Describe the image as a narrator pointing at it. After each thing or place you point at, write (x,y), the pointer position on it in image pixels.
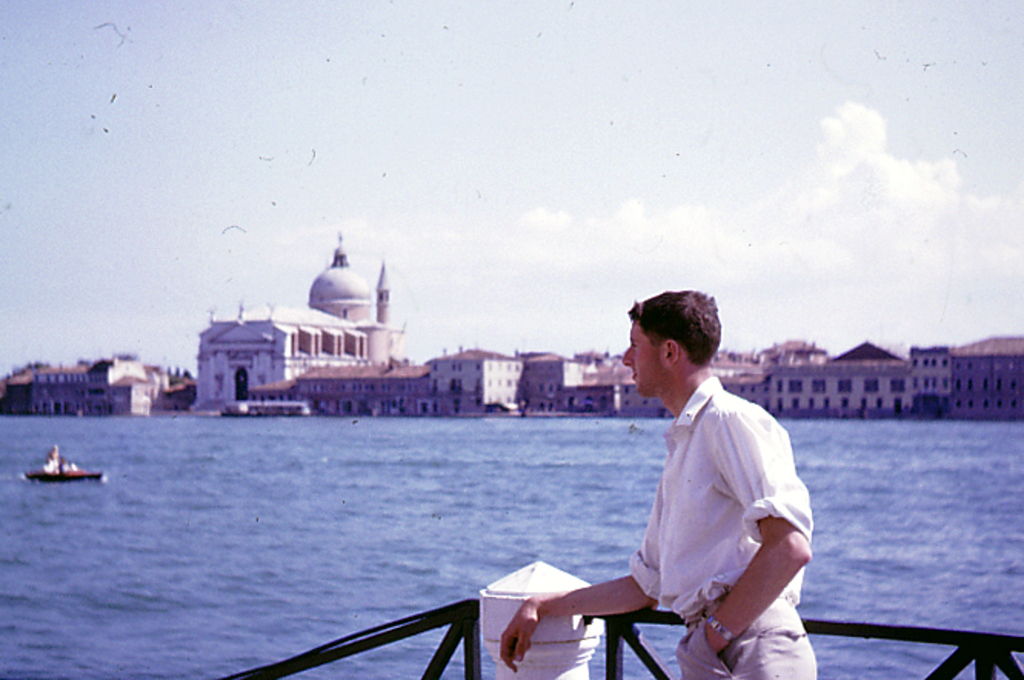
In this picture we can see a man (654,529) standing at fence (961,641) and a boat (87,480) on water (269,476) and in the background (603,406) we can see buildings (758,376) with windows (851,384), sky (625,308) with clouds (596,226).
